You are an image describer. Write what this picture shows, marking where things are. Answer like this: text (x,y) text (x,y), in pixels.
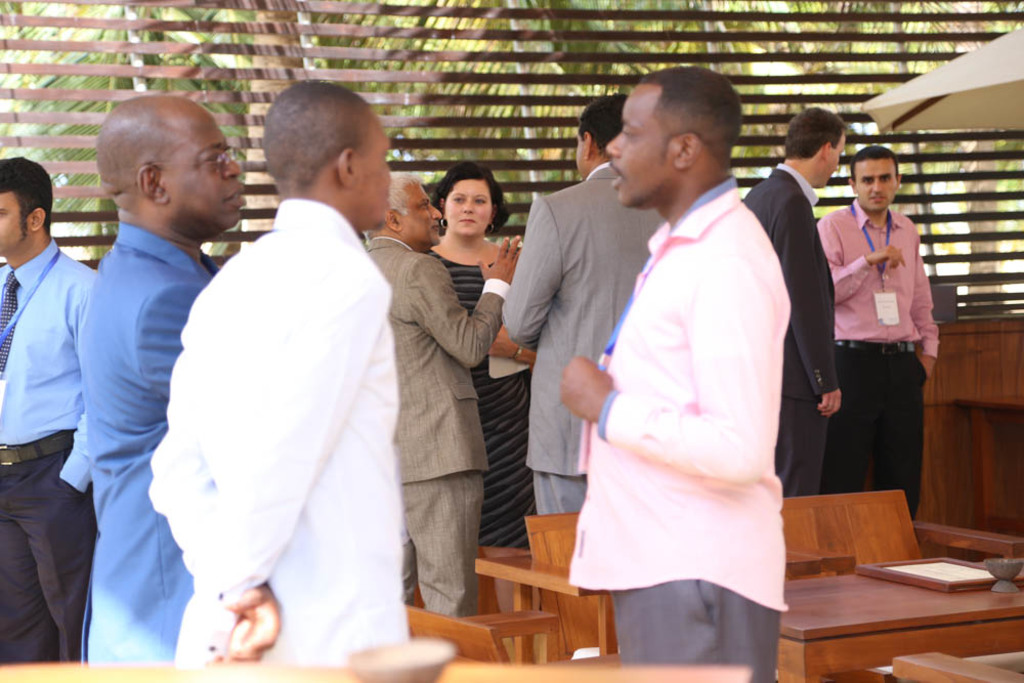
In this image we can see a group of people (550,424) standing on the ground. One woman (477,254) is holding an object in her hand (515,347). In the foreground (611,653) we can see some chairs (613,634), a table (905,630) containing frame (991,585) and a bowl (1002,591) on it. In the right side of the image (981,89) we can see an umbrella (1002,61). In the background (582,49), we can see some poles (431,139) and group of trees (345,83).
